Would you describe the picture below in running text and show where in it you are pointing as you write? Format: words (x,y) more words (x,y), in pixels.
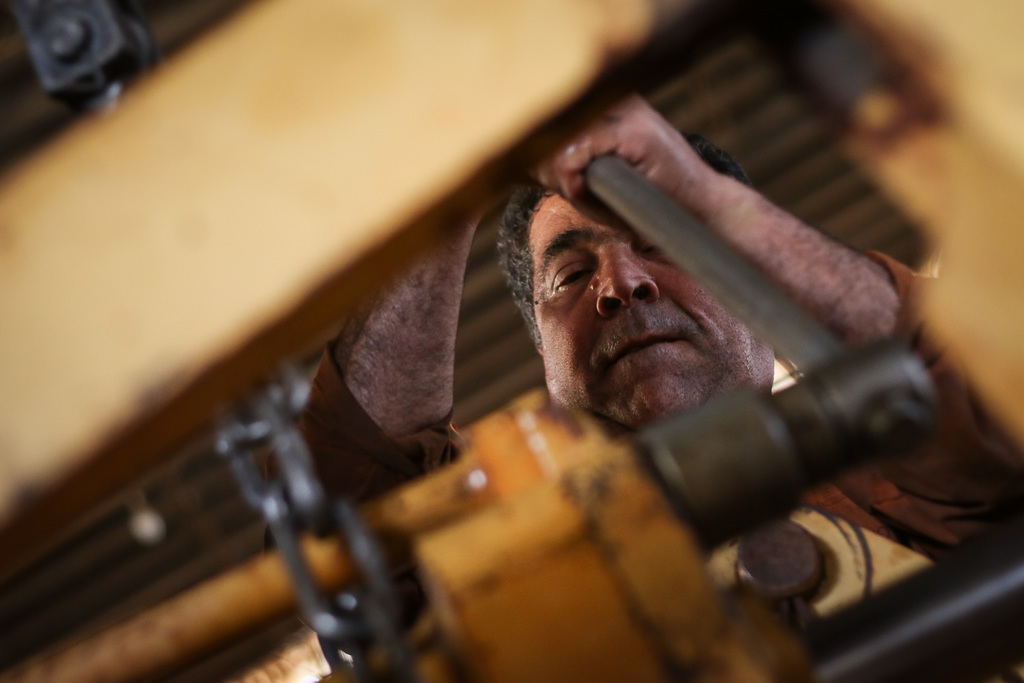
In this image we can see a person (529,314) holding an object (890,425). There are few metallic objects (875,413) in the image.
